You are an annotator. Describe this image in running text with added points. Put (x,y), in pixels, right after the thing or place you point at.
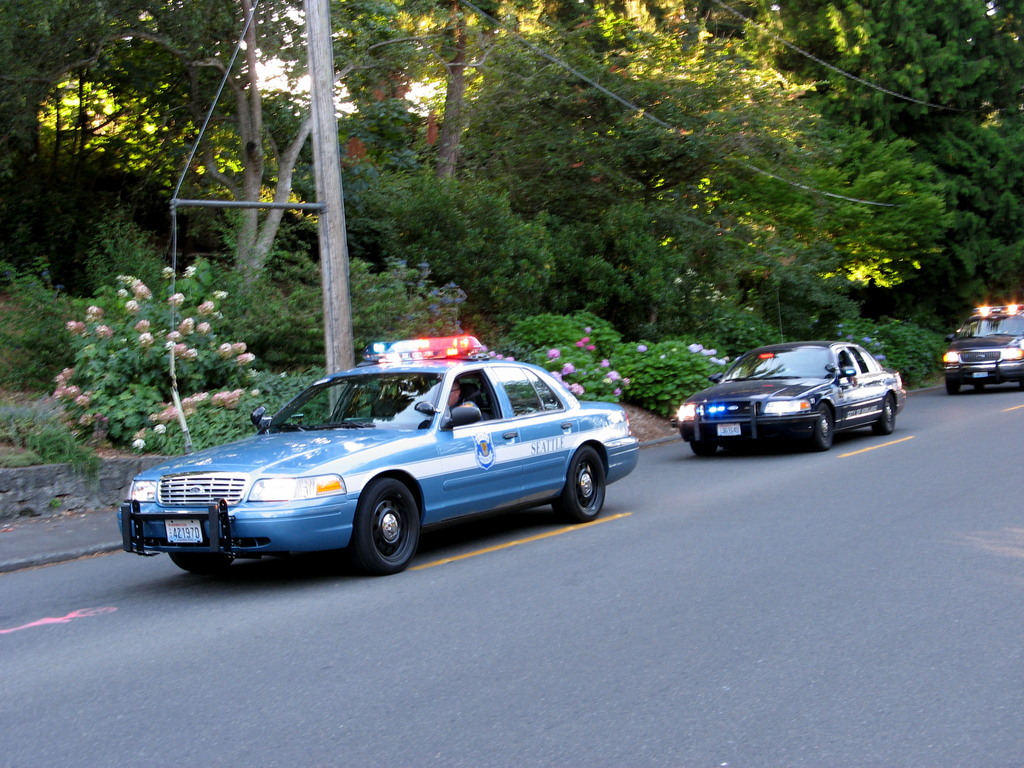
In this image there is a road (650,597) at the bottom (650,637). There are vehicles (380,511), plants (138,422) with flowers (714,363) and there is a pole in the foreground (468,432). There are trees (555,273) in the background (480,148).
